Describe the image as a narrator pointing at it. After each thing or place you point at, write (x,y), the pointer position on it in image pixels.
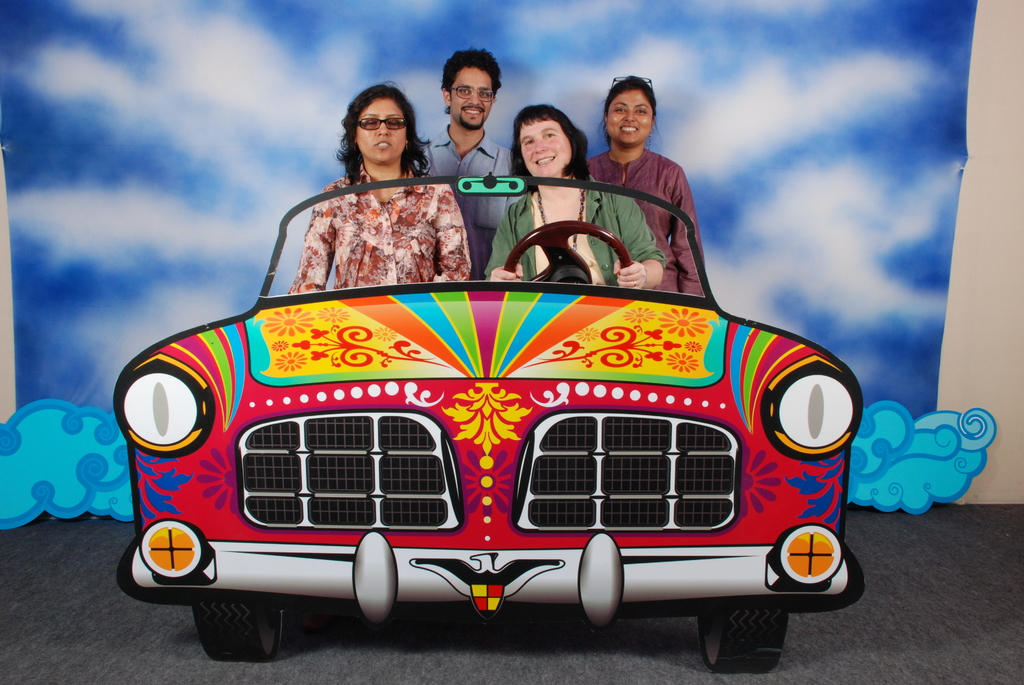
In the given image we can see four people (479,172), three girls (443,186) and a boy (469,165). This is a car (552,387). This is a steering part (511,260). These are the tires (233,635).
